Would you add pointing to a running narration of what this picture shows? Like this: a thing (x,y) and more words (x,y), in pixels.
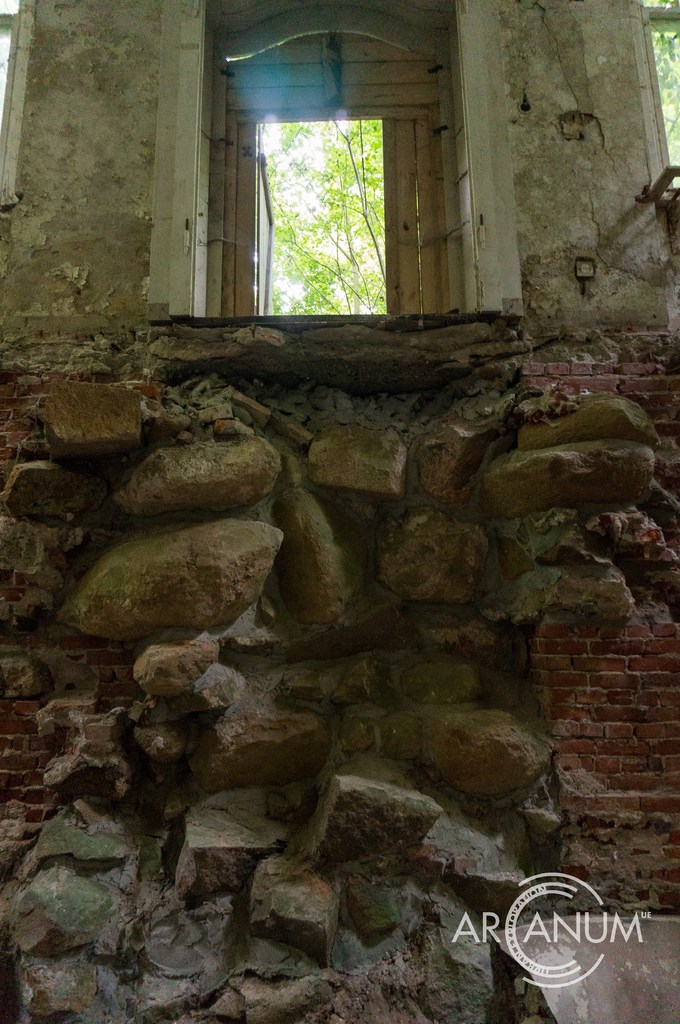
In this I can see there is a old building (334,65) and there are some rocks (51,507) in the wall (350,517) of the building (546,146) and background (340,201) I can see a trees (346,211) and there is a wall (527,142) visible.
